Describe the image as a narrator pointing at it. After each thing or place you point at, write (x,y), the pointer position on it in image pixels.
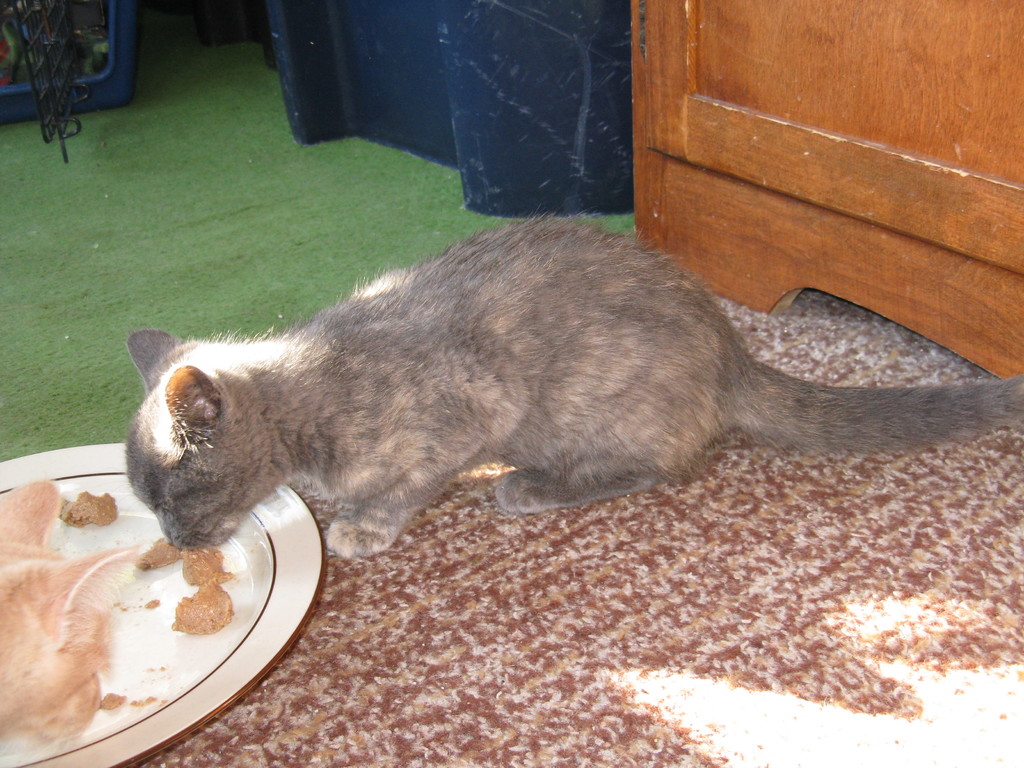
In this image we can see two cats (304,477) are eating food (218,571). In the background of the image (969,10) we can see some objects (643,177).
